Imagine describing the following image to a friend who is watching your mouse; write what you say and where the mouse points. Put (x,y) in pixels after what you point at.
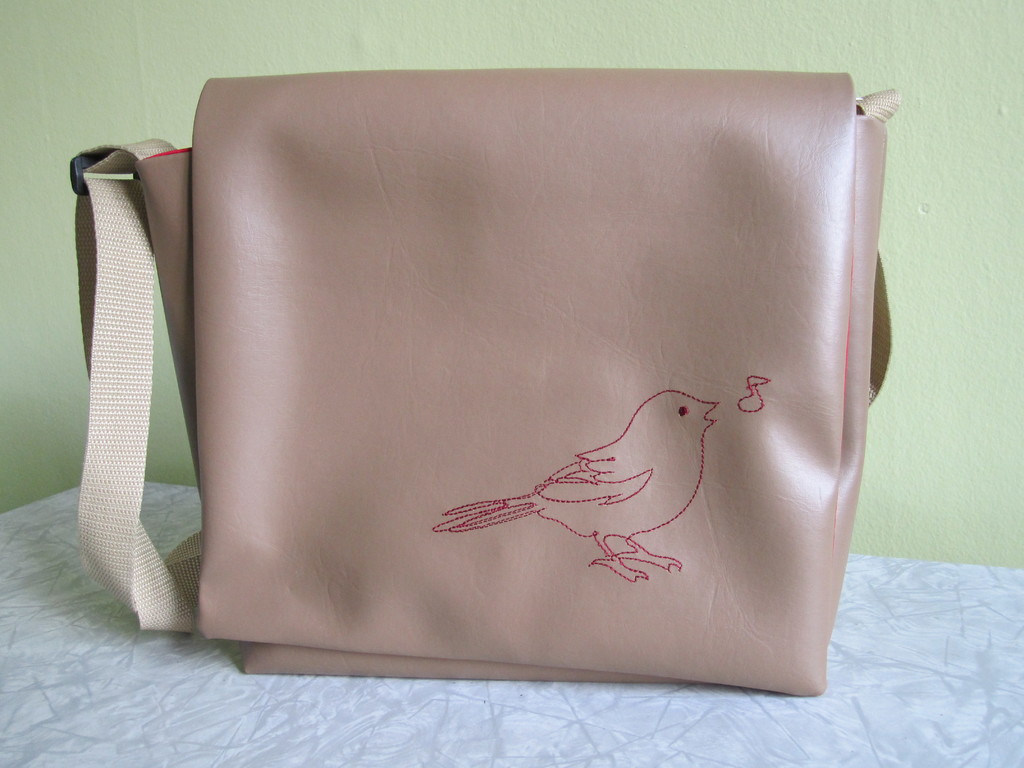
In this picture we can see a bag (467,287) with belt (146,267) and a bird symbol (661,556) on it and this bag (168,326) is placed on a table (501,690) and in the background (56,111) we can see a green color wall (405,50).
